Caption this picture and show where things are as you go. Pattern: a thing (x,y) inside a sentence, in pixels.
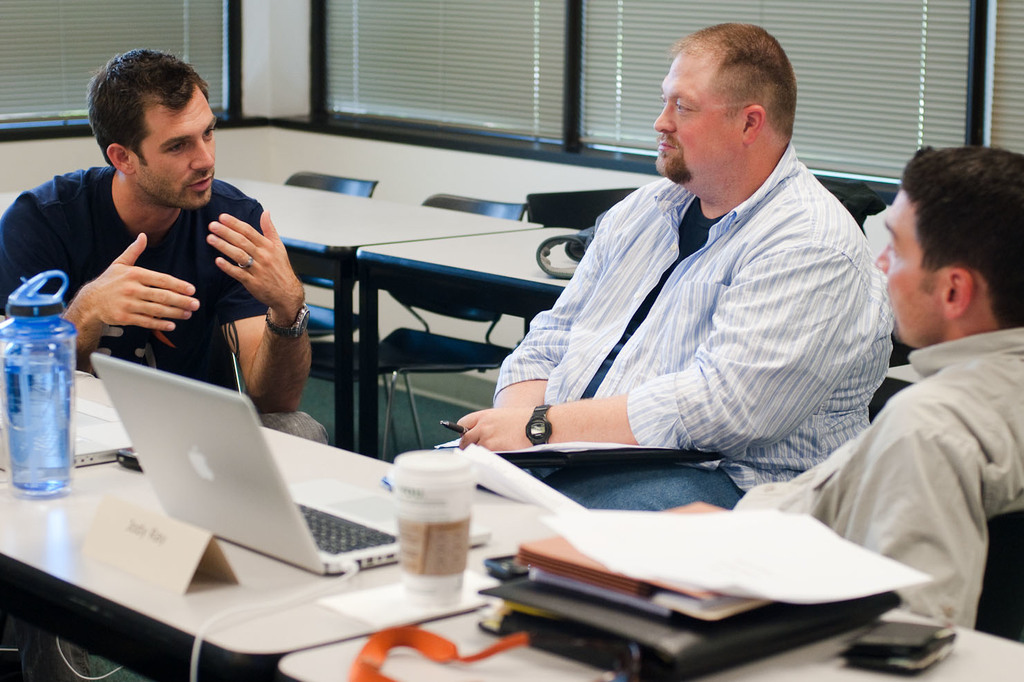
In this image i can see 3 persons (690,255) sitting on a chair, 2 of them are wearing watches (308,318) and on the table (267,575) i can see a laptop (210,514), a bottle (59,453), a cup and few files (613,611). In the background (252,57) i can see few empty chairs (352,189), a wall (289,52) and window blind (437,67).
